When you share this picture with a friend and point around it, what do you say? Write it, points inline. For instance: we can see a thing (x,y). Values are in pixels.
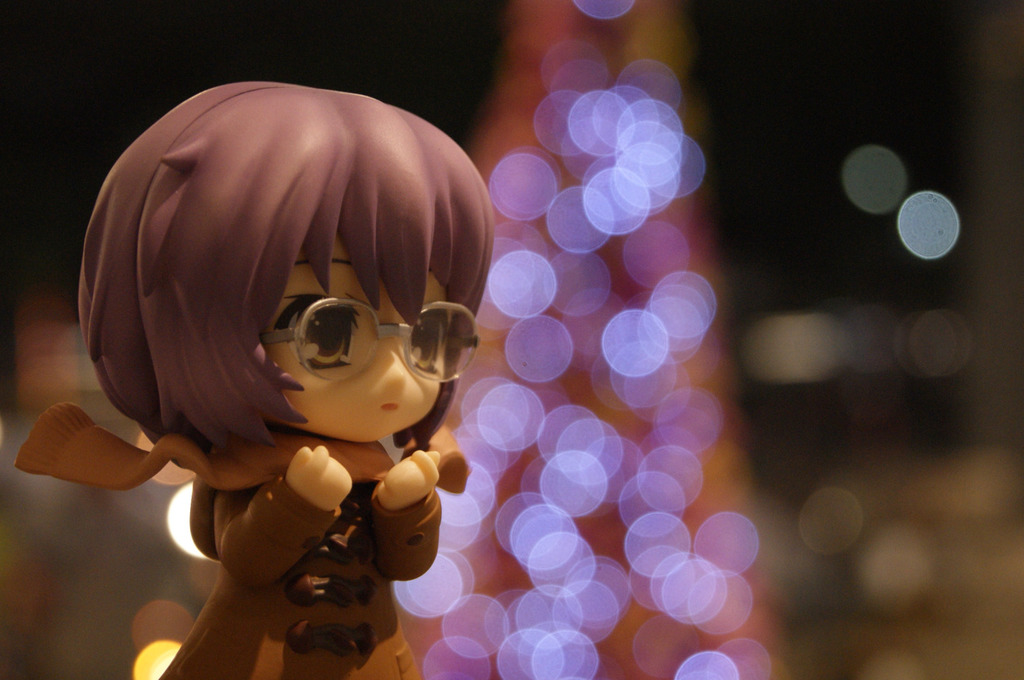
On the left side of the image (321,330), we can see a doll (328,373). Background (118,506) there is a blur view.
